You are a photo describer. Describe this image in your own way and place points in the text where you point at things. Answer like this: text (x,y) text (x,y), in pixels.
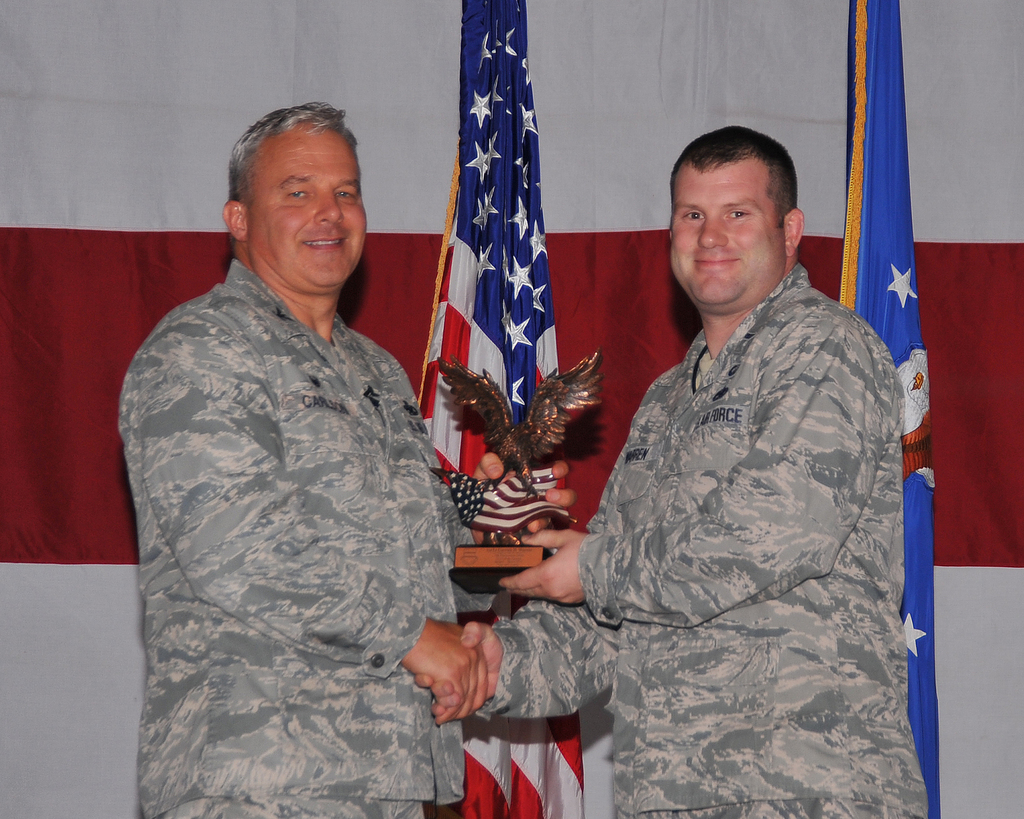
In this picture couple of men (447,504) standing and shaking their hands (459,643) with the one hand (479,626) and holding a trophy (514,537) with another hands (517,579) and I can see couple of flags (450,305) in the back (930,469).
